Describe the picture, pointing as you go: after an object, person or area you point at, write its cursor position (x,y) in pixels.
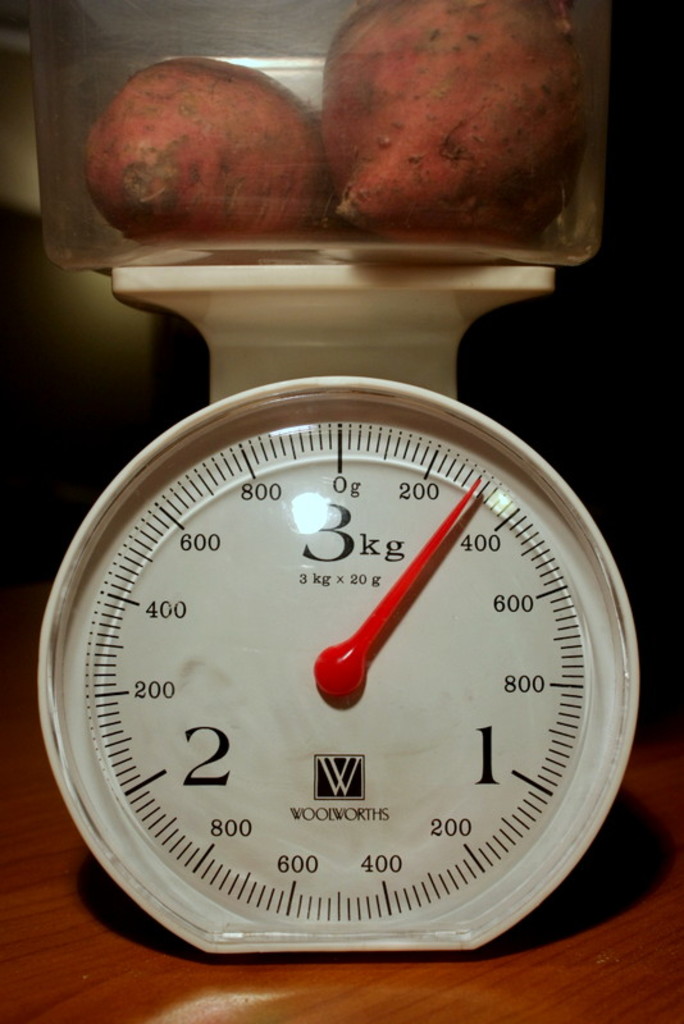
In this image I can see a machine (354,552) which is used to see the weight. On this machine (268,856) I can see some numbers (199,774). This is placed on a table (207,987). On this machine (216,459) I can see a box (87,116) which consists of few vegetables (304,118) in it.
